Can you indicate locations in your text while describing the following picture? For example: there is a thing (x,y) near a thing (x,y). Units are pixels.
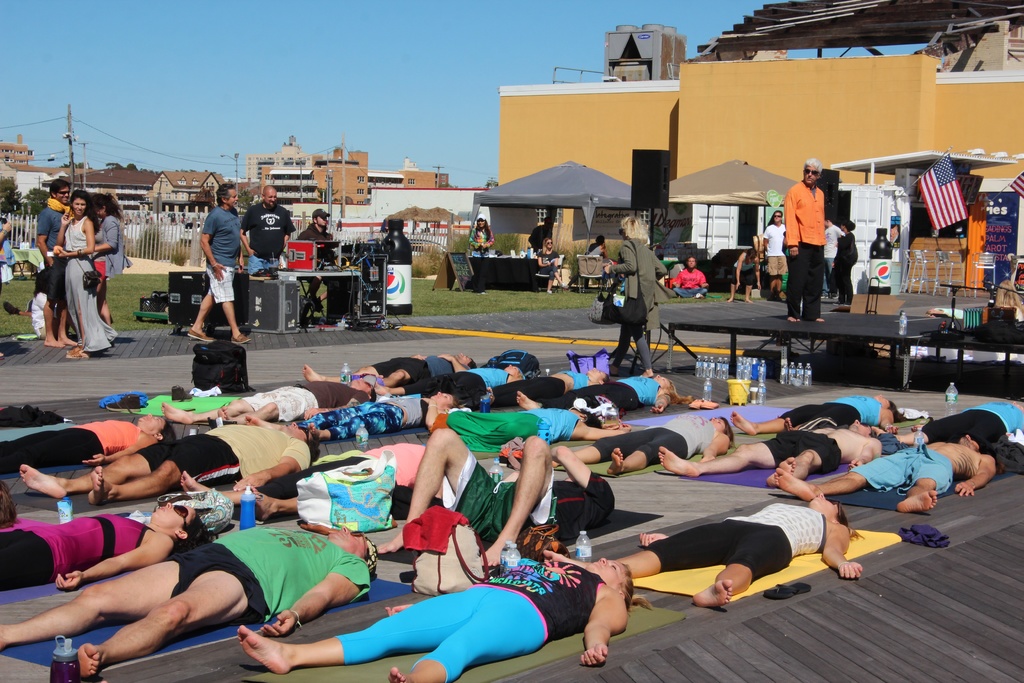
In this image we can see many people (177,467) lying on mats (866,502). There are bottles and bags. Also there are many people (313,234) standing. And there are few people (221,248) walking. And there is a platform (809,321). On that there is a person (809,212) standing. In the back (544,168) there are buildings (202,190) and tents (512,211). Also there are flags (937,173). And we can see some boxes (240,292). Also there is railing (152,230). And there are electric poles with wires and there is sky (296,61).
